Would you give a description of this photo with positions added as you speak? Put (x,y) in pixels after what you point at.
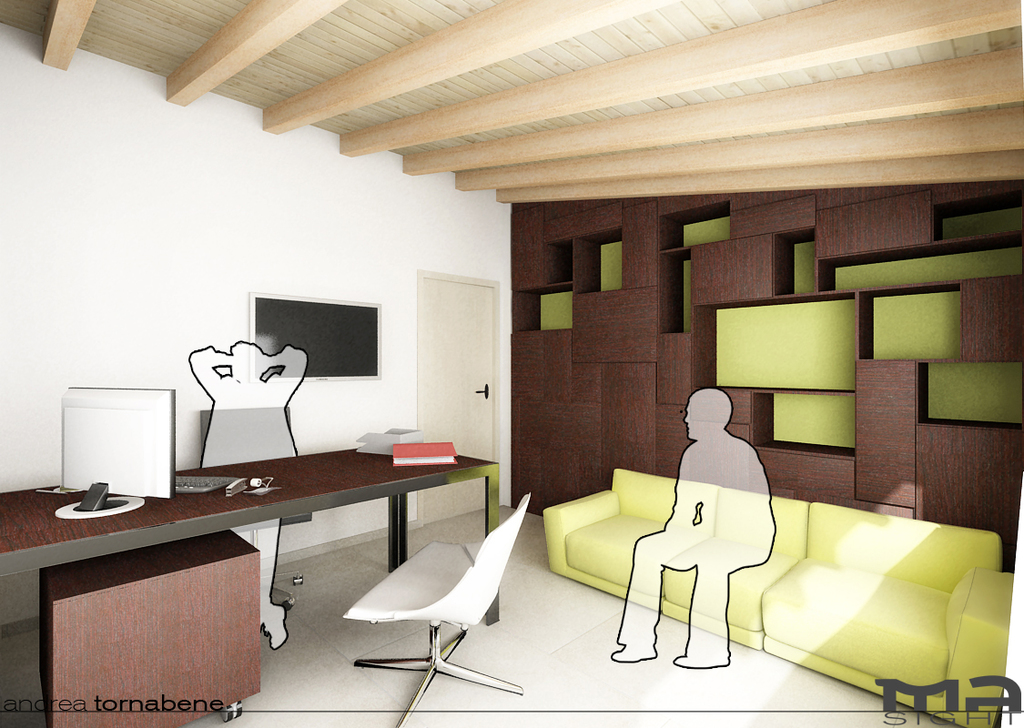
In the image we can see there is an animated picture in which there is sofa (890,619) which is in yellow colour and on the walls (583,370) there is brown and yellow colour. The wall (284,282) is in white colour this side. On the table (147,525) there is monitor (174,455), keyboard (210,485), book (413,457) and there is white colour chair (444,595) and the illusion of a persons (702,647) in an animated picture and on the wall (387,346) there is tv (375,358).
